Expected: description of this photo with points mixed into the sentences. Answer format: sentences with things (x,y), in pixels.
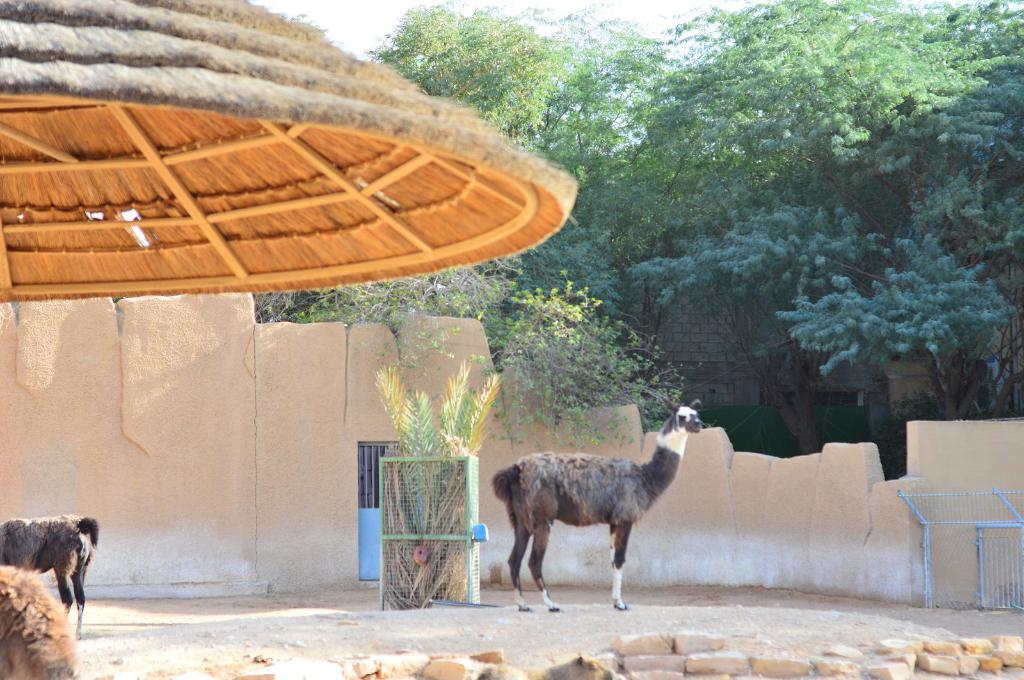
In this image we can see a hut (255,132), animals (92,536) standing on the road (591,614), stones (723,666), walls (833,534), trees (668,294), buildings (762,394) and sky (543,17).
